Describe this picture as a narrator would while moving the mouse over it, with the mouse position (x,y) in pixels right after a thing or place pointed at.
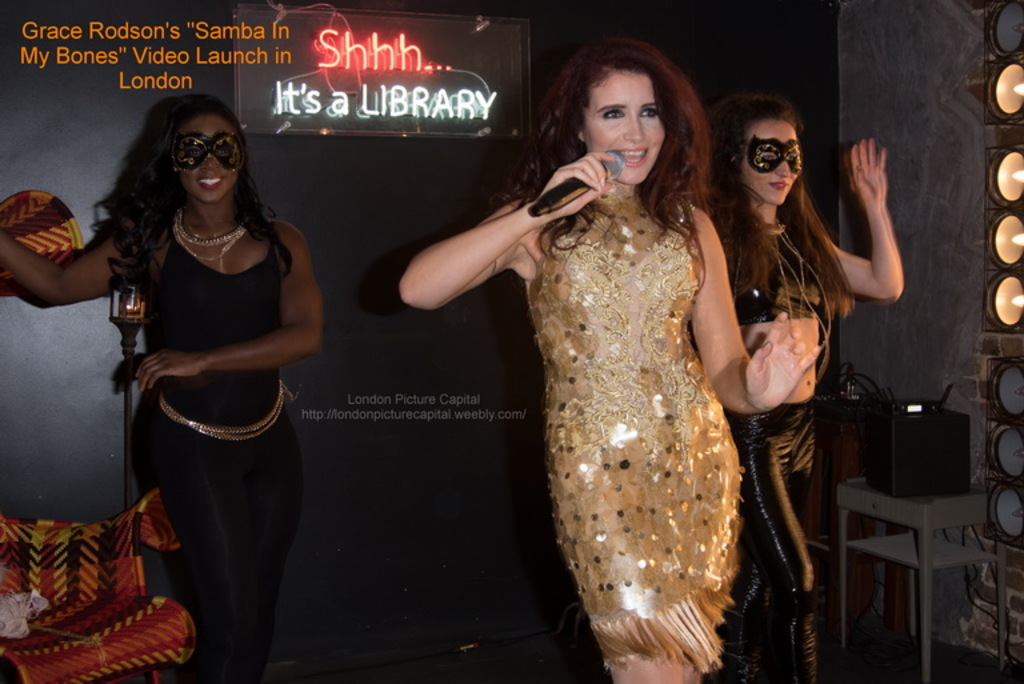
In this image we can see ladies (720,499) standing. The lady (644,605) standing in the center (582,232) is holding a mic (612,171). In the background (474,127) there is a board (420,128). At the bottom (139,545) we can see a chair (120,533). On the right (1005,441) there are lights (1011,246) and we can see a speaker (948,479) placed on the stand (948,542). There is text (144,80).
